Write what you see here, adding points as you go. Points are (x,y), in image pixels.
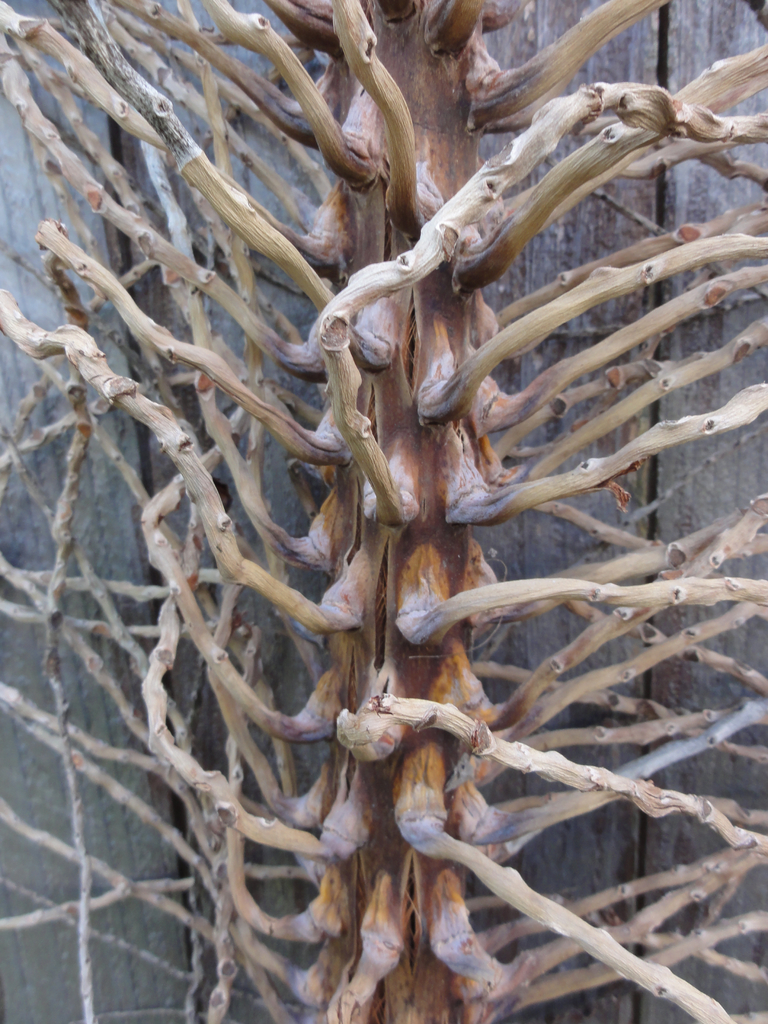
In this image I can see the dried part of a plant (458,91) on the wooden surface (508,65) which is ash and brown in color.
